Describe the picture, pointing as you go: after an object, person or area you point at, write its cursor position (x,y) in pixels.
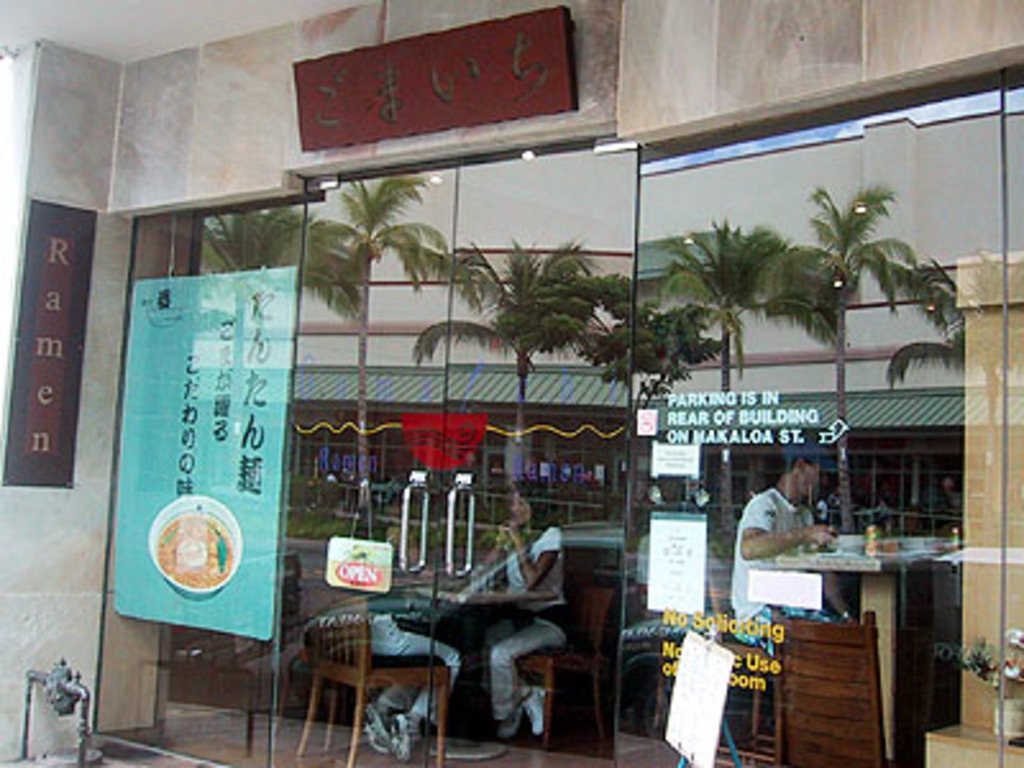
Here I can see a glass (447,632) on which there is a board (213,465). On the board (167,497), I can see some text (190,371). At the top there are two boards (550,70) attached to the wall (228,70). In the bottom left (64,709) there is a metal object (56,693) placed on the ground (121,753). On the right side (1020,481) there is a pillar (992,589) behind the glass (936,524). Along with the pillar (1002,351) there are few people (413,639) sitting on the chairs (522,666) in front of the tables (464,610). On the glass (594,458) I can see the reflection (418,379) of a building (413,334) and trees (493,337).
